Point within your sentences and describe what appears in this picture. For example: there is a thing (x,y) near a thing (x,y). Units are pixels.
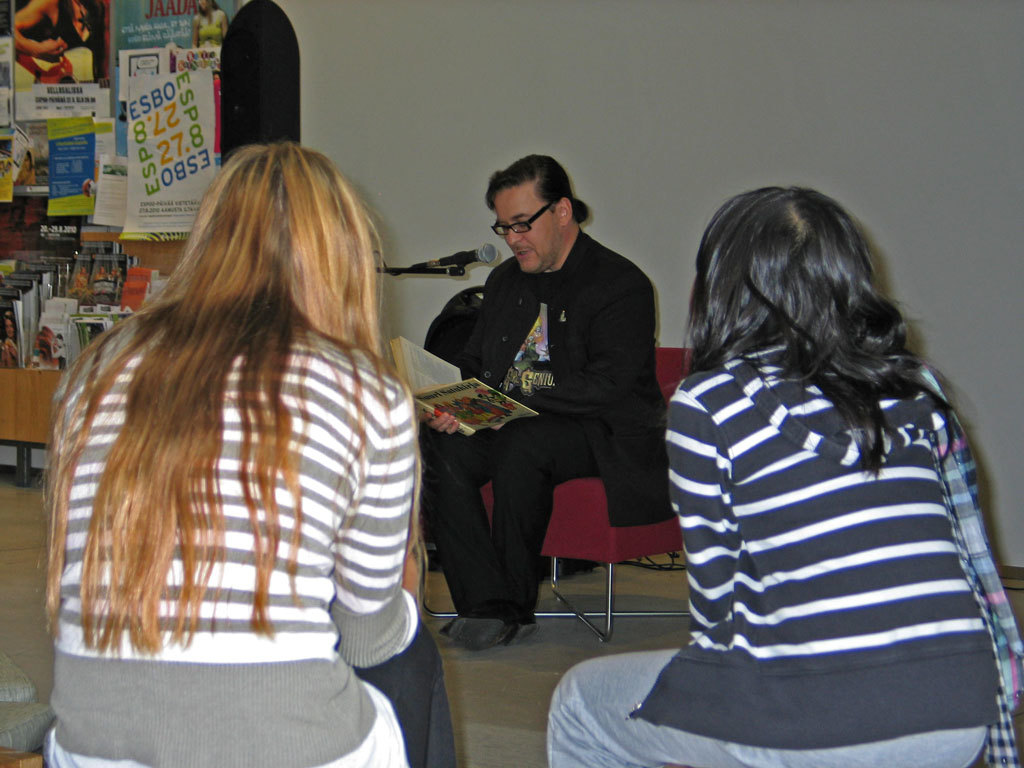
In the image there are two ladies (732,631) sitting. In front of them there is a man (544,312) with black jacket (554,334) is sitting on the chair (560,506) and he is holding a book (450,390) in his hand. In front of his mouth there is a mic (480,257). On the left side of the image (35,392) there is a cupboard (24,404) with many books (98,320) in it and also there are many posters (63,123) attached to the wall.
